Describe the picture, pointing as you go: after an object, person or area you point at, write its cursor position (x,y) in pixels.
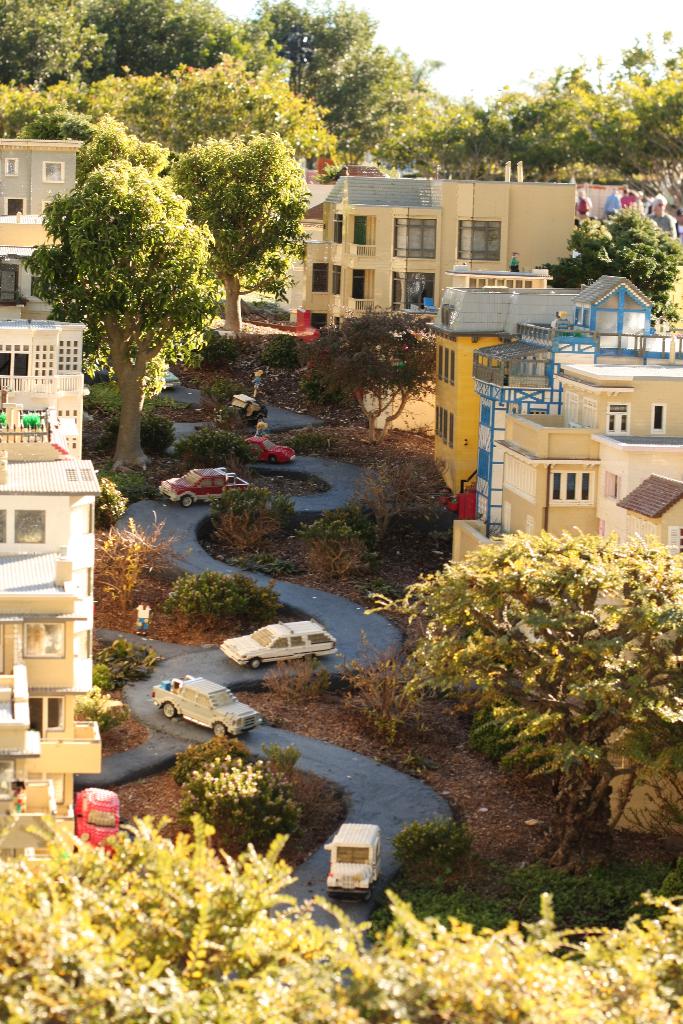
In this image there are buildings (387,201), trees (679,726), plants (134,1006), vehicles (224,479), people (641,208) and sky (476,58). Vehicles (247,443) are on the road (268,464).
